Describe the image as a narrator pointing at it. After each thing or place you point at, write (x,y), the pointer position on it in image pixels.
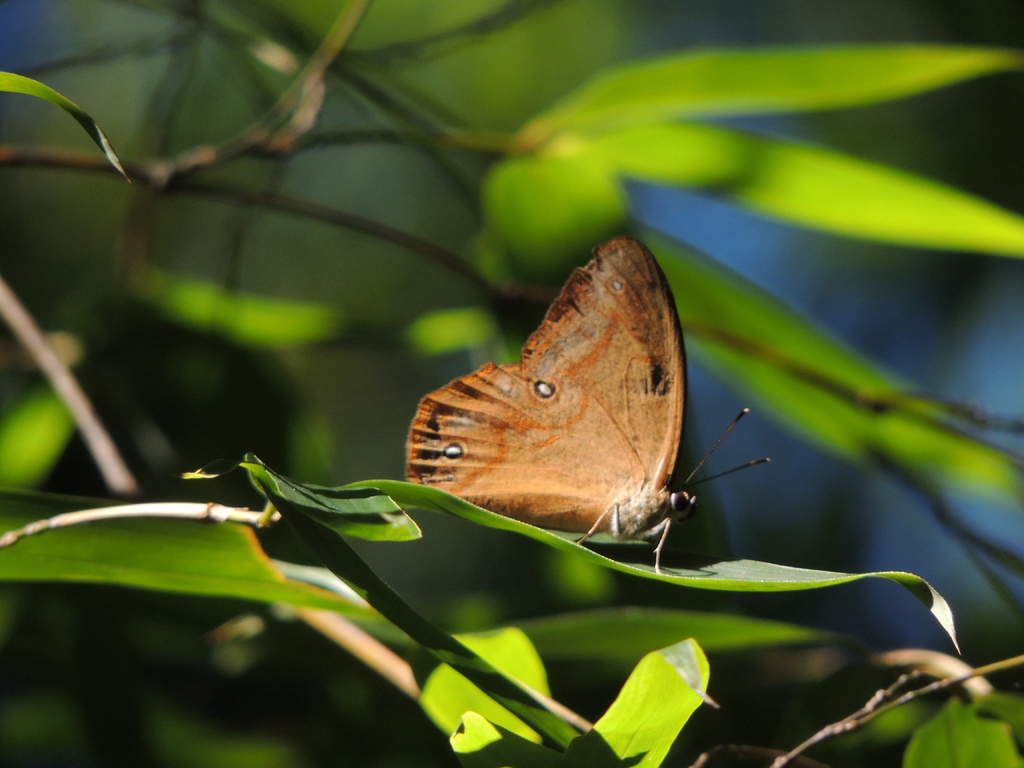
In the center of the image (594,371) we can see a butterfly (571,443) on the leaf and there is a plant (559,636).
